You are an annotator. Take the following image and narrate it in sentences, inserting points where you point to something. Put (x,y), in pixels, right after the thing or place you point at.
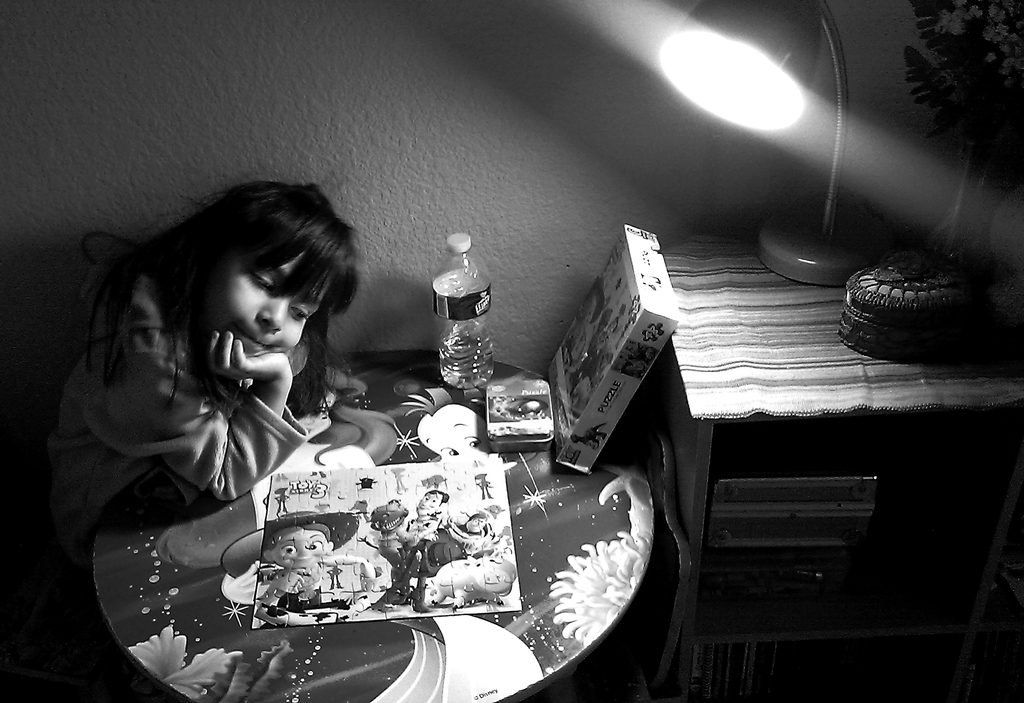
In this picture we can see a girl (218,255) who is sitting on the chair (47,661). This is the table (412,645), on the table (528,468) there is a bottle (456,259), box (489,424), and a book (470,529). And this is box (641,381). Here we can see a lamp (849,256) on the table (790,375) and this is the cloth (746,384). And on the background (220,89) there is a wall (414,117).
